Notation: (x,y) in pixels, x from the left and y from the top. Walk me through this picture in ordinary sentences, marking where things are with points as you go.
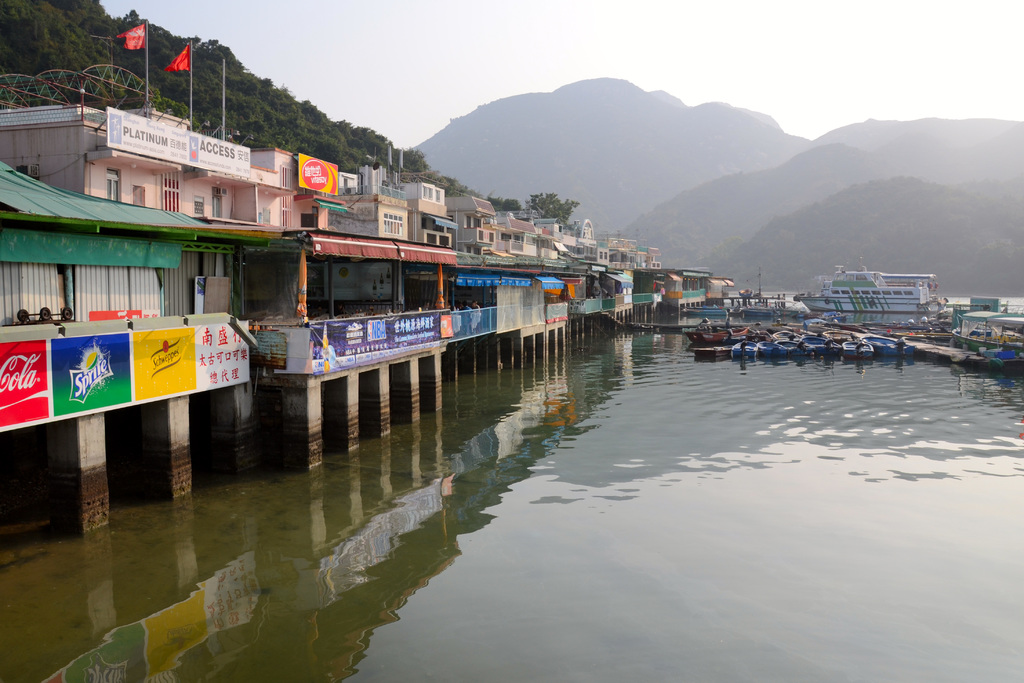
In this image at the bottom (370,542) there is a river (520,482), and in the river (935,439) there are some boats (776,333) and on the left side (129,297) there are some buildings (117,288), boards (237,344), posters (19,363). And on the boards (370,331), there is text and also there are some poles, flags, trees (241,81), and in the background (749,197) there are mountains (932,263). And on the right side of the image (895,301) there are boats (895,301). And at the top (466,103) there is sky (720,81).
